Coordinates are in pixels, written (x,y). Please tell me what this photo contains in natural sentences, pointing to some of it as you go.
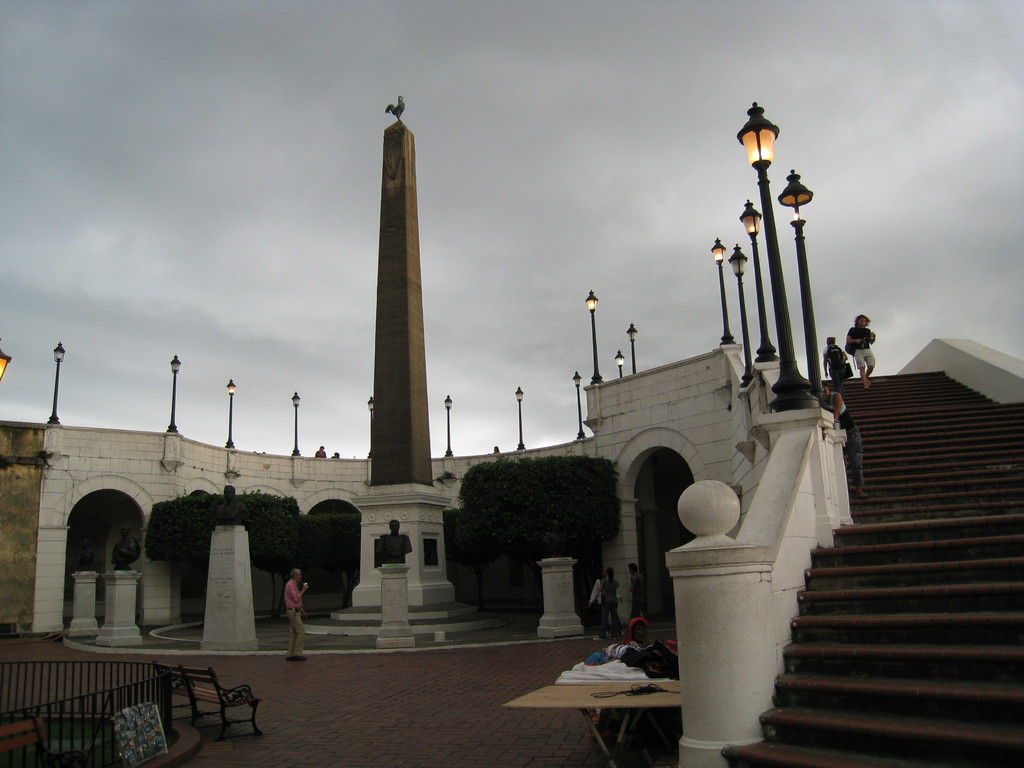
In this image there are some persons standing in middle of this image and there is a building (762,540) in the background (529,591). There are some chairs (197,690) in the bottom left corner of this image (181,698), and there are some tables (657,698) in middle of this image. There are some persons (872,340) standing at the right side of this image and there is a sky (891,335) on the top of this image (430,206).
